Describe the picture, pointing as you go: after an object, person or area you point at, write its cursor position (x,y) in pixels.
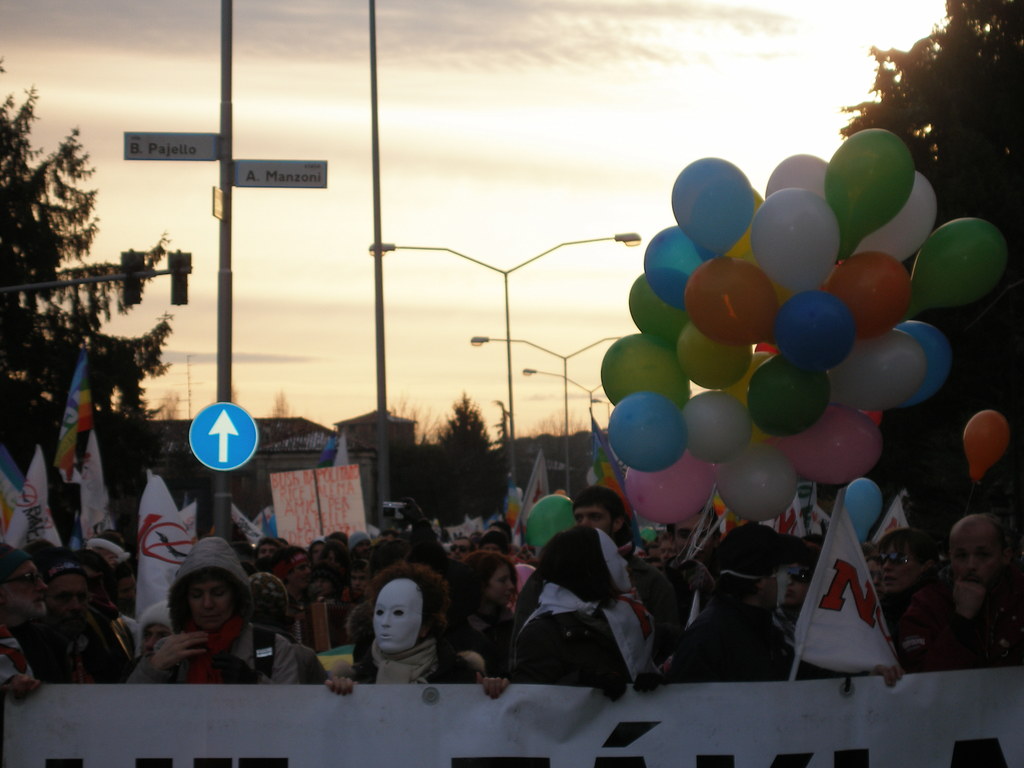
In this image there are people (593,681) holding the banner (797,698), flags (185,520), balloons (767,331). Behind them there are street lights (472,340), poles (227,294). On the left side of the image (188,268) there is a traffic signal (181,287). In the background of the image (896,123) there are trees (866,123), buildings (394,427) and sky (575,52).
